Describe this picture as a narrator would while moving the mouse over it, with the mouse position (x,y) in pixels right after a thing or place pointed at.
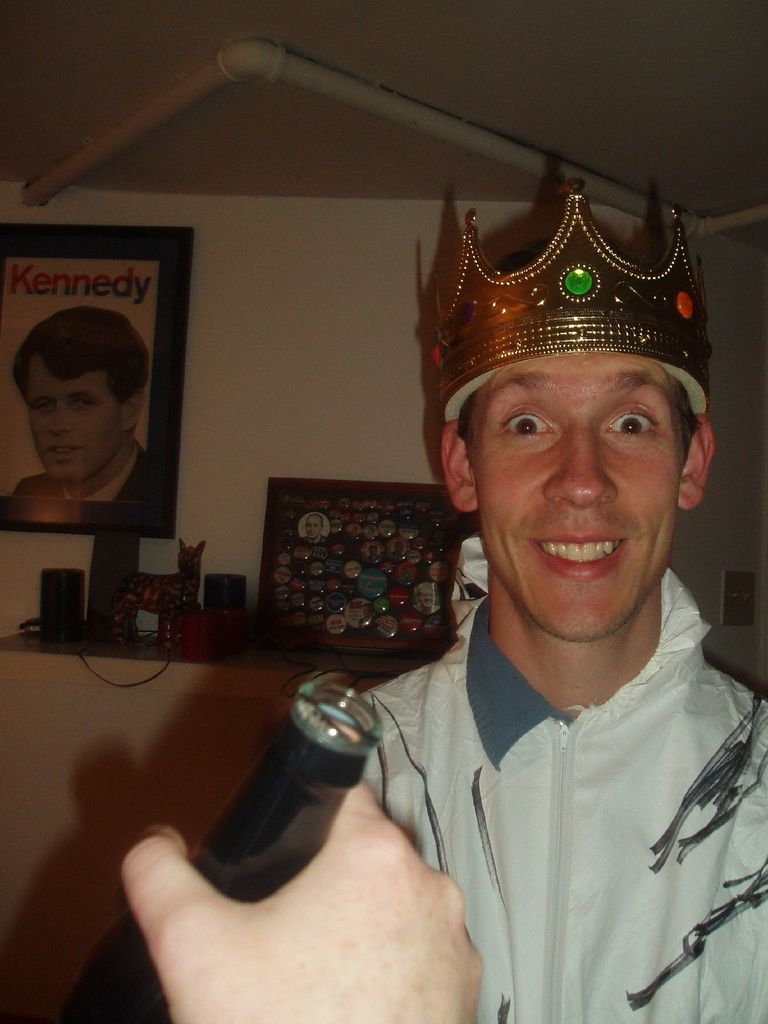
In the image there is a man (552,727) in white shirt (543,809) with crown (548,278) on his head (544,601) smiling, behind him there are photographs (58,304) on the wall (25,603) and on shelf (155,681), in the front (366,894) there is hand (195,879) visible with wine bottle (277,821) in it.
